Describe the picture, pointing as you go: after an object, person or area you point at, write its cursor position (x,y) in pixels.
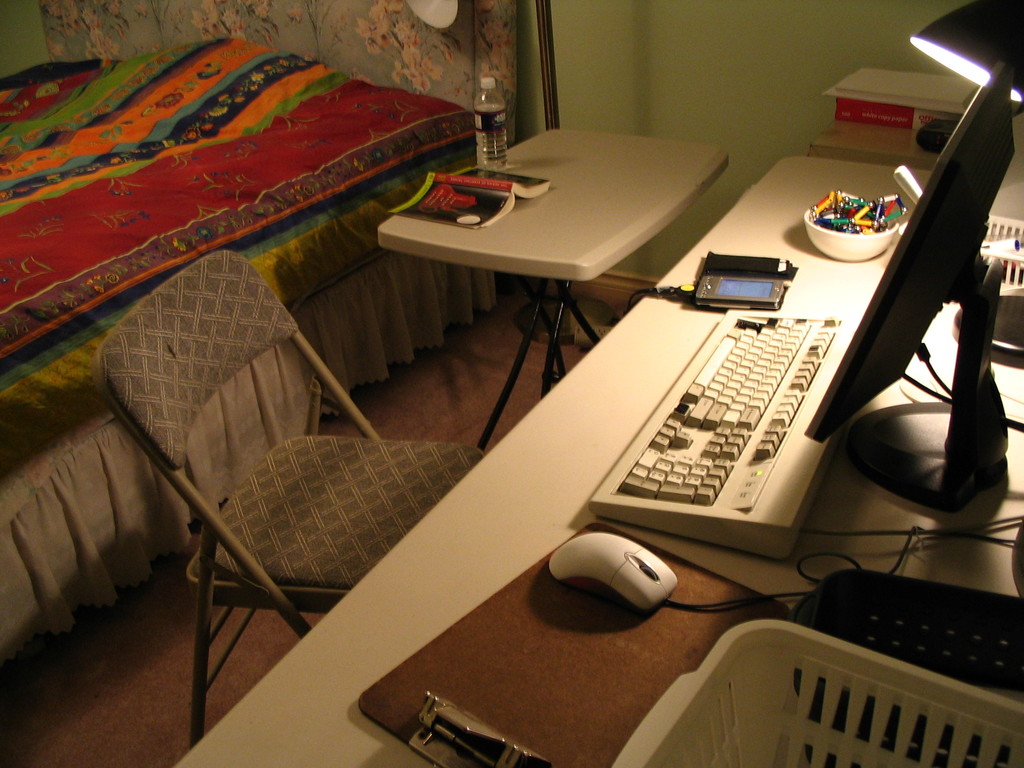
Here we can see a bed (55,167) which is on the left side (196,165). This is a table (535,461) where a computer (652,440), a mouse (604,532), a mobile phone (739,290) and a bowl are kept on it. Here we can see a book (471,210) which is kept on this table (535,230). Here we can see a chair (437,479).
